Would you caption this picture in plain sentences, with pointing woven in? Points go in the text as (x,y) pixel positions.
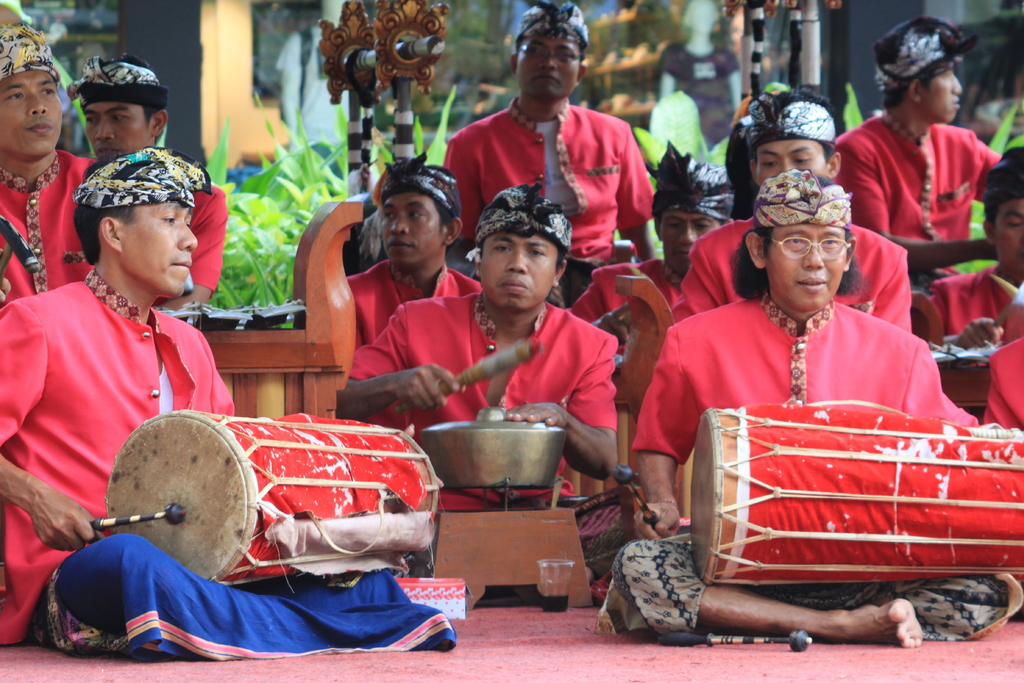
In the image, there are lot of people (510,298) sitting and playing drums (335,487), they are wearing red color costume (772,348), in the background (311,253) there is a wooden a chair (323,239), behind it there are some trees (267,225).
